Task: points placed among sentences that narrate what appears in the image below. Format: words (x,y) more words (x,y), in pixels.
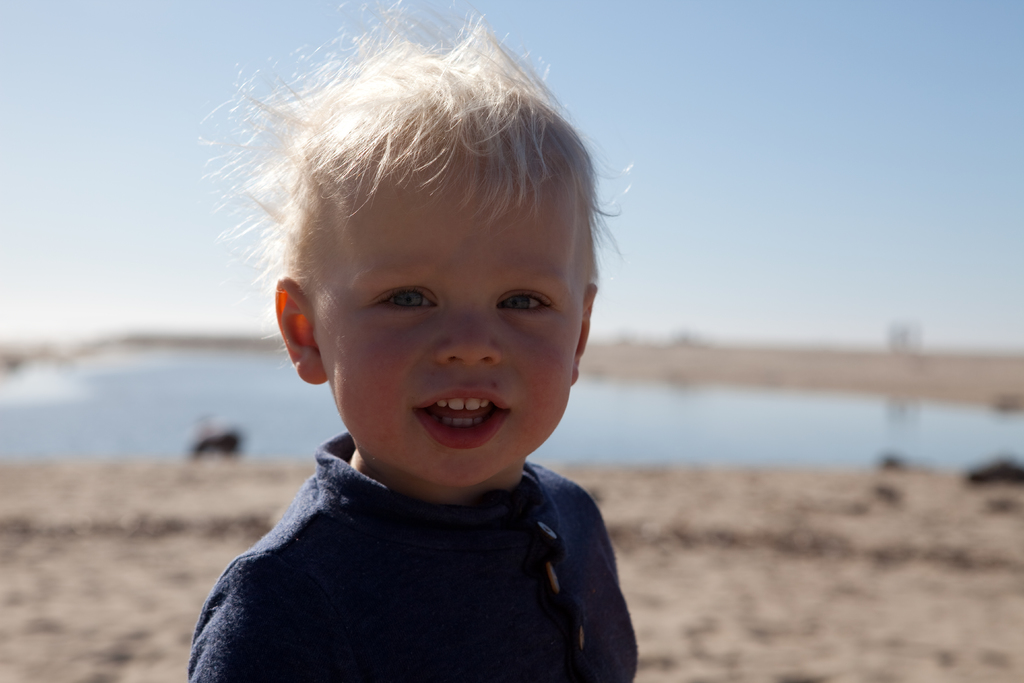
In this image I can see a child (471,444) wearing blue colored dress (418,585). In the background (92,577) I can see the ground (135,524), the water (161,418), few black colored objects (235,430) and the sky (683,176).
